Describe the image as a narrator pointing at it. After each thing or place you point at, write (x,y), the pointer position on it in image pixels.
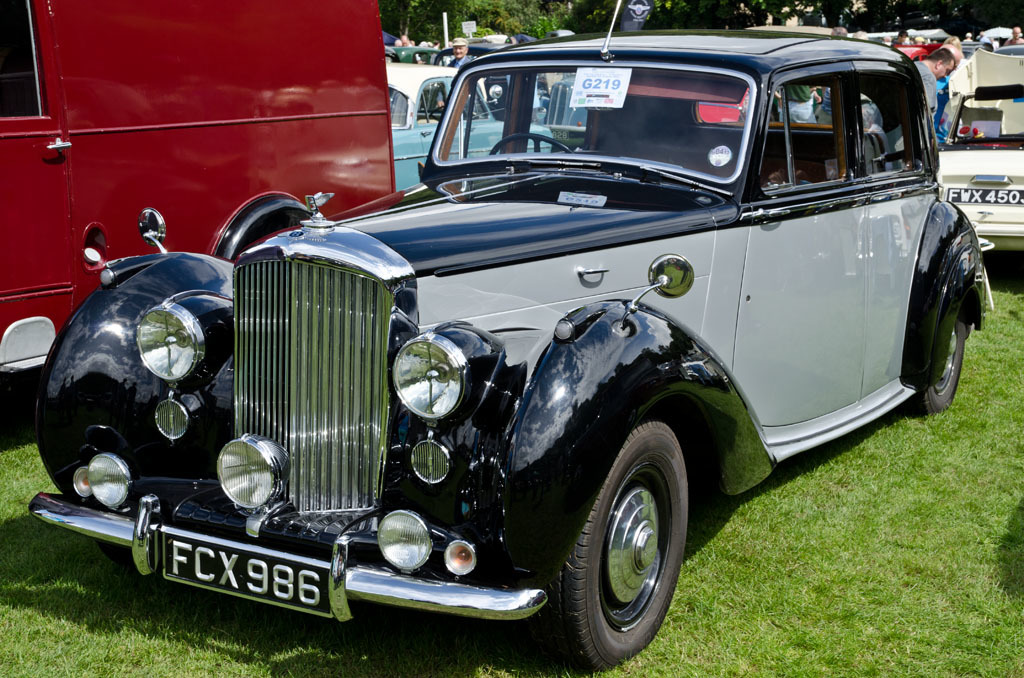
In this image, we can see a car (477,579) is parked on the grass (985,538). Background (194,243) we can see vehicles (44,238), people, few objects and trees (389,9).
